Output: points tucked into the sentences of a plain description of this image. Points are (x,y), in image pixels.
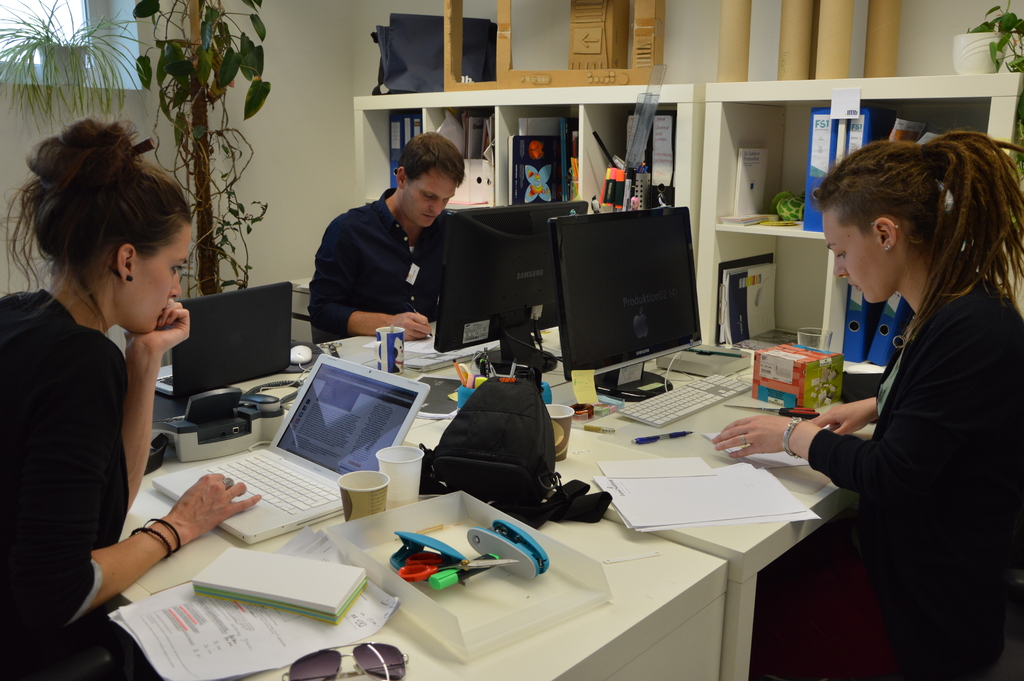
There are 2 women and a man (439,245) sitting in the chair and doing their work. On the table (611,567) there are computers (657,343) and laptops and a bag (532,421), glasses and cups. Behind them there are water plant (88,47), bookshelf (584,158) with books (748,156) in it.
